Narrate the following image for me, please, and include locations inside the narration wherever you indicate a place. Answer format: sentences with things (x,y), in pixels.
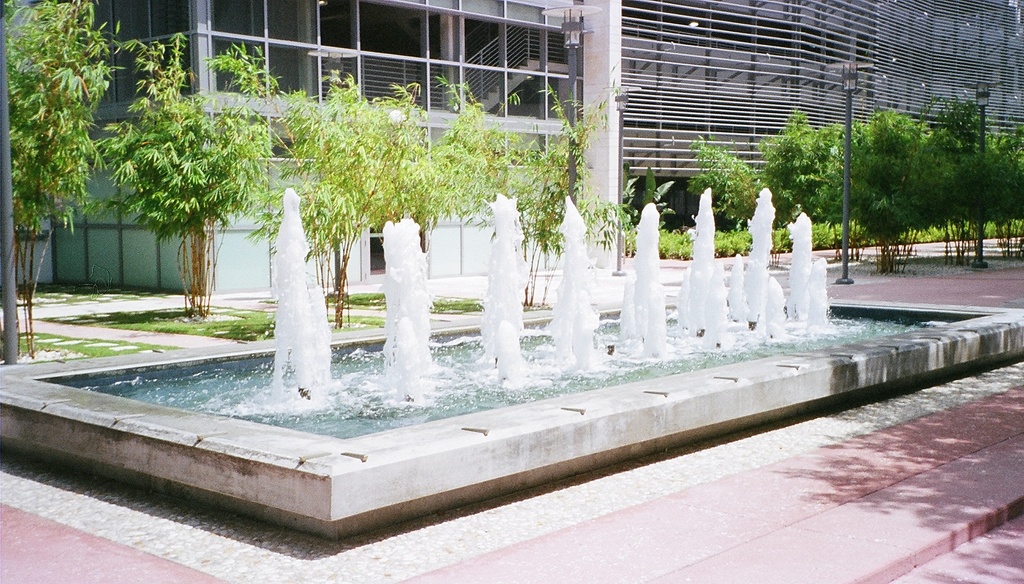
In this image there is a water fountain (471,337). Behind the fountain (505,357) there are plants (855,168), streetlights (846,92) and grass (250,336) on the ground (41,345). In the background (132,23) there are buildings (630,44). At the bottom (925,540) there are steps (923,556).
